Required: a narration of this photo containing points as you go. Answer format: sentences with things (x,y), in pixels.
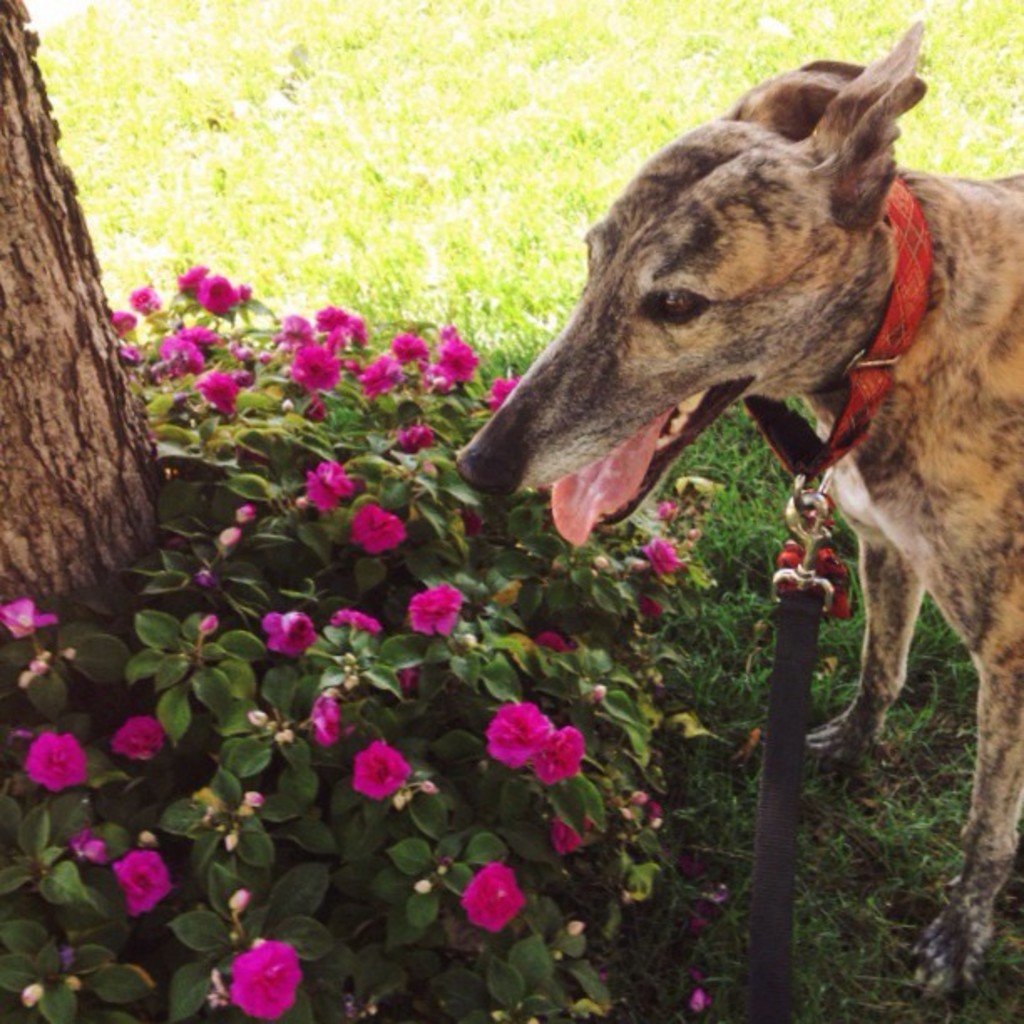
In this image in the front (339,666) there are flowers (360,627) and there is a dog (905,393). In the center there is grass (429,135) on the ground (399,152). On the left side (47,348) there is a trunk (47,364) of a tree (52,371).
